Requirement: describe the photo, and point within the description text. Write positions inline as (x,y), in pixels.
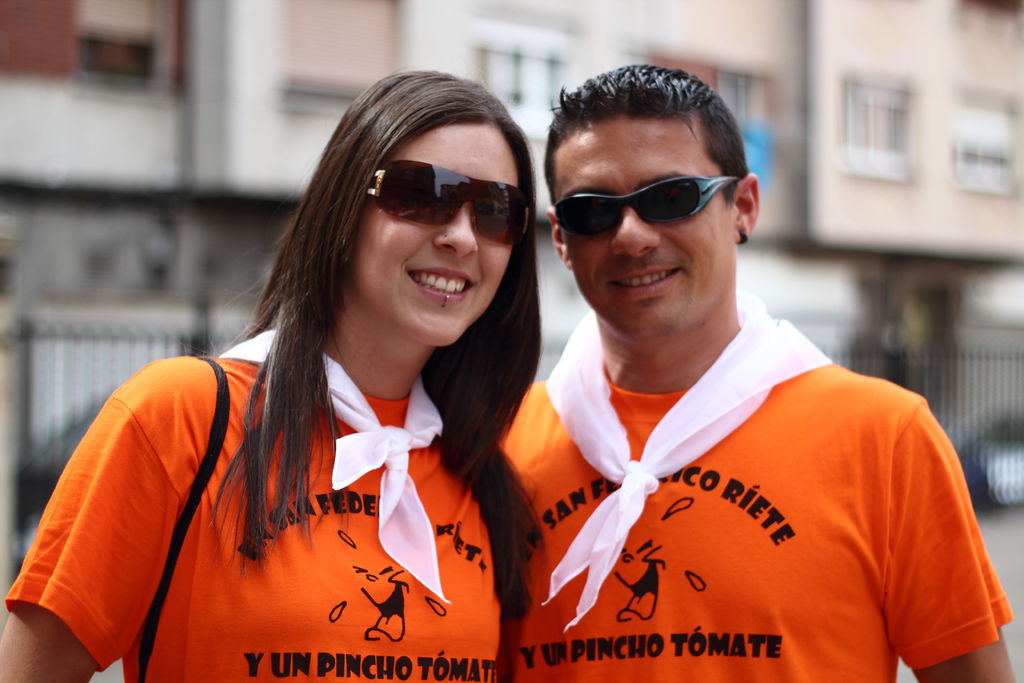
There are two people (611,462) standing and smiling and wore glasses (667,186). In the background (889,156) it is blurry and we can see wall (834,82) and windows (550,65).
